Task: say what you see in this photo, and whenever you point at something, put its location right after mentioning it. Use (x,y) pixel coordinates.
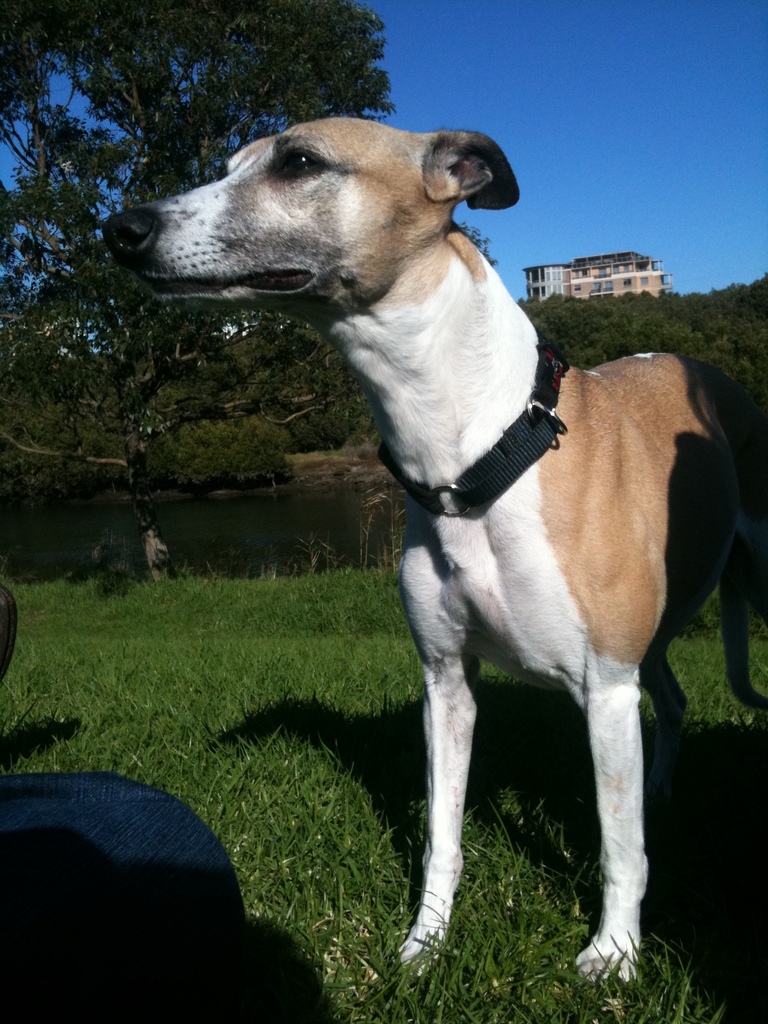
In the picture I can see a dog (455,535) is standing on the ground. The dog (478,441) is wearing a black color dog neck belt (502,447). In the background (321,458) I can see trees (267,397), the grass (204,673), a building (556,272), the sky (567,171) and some other objects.
